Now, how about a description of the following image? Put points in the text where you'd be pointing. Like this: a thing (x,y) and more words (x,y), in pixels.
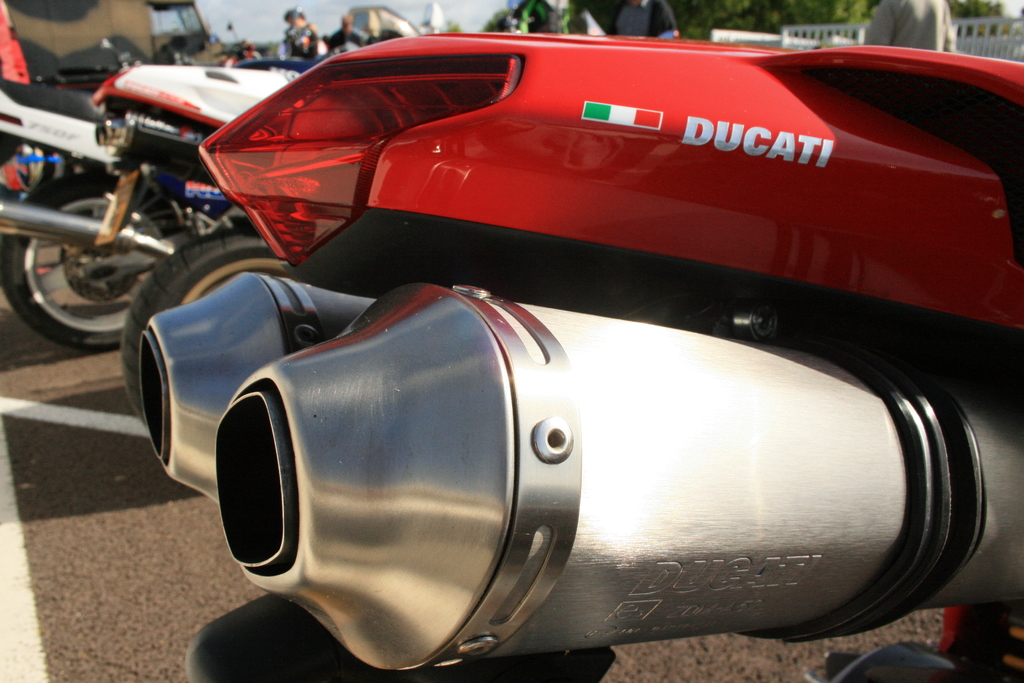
In this image in the foreground (494,449) there is a vehicle (577,441), and in the background (565,28) there are some vehicles (223,124) and some persons (888,20) trees (680,19) and railing (798,32). At the bottom (143,573) there is road (119,567).
